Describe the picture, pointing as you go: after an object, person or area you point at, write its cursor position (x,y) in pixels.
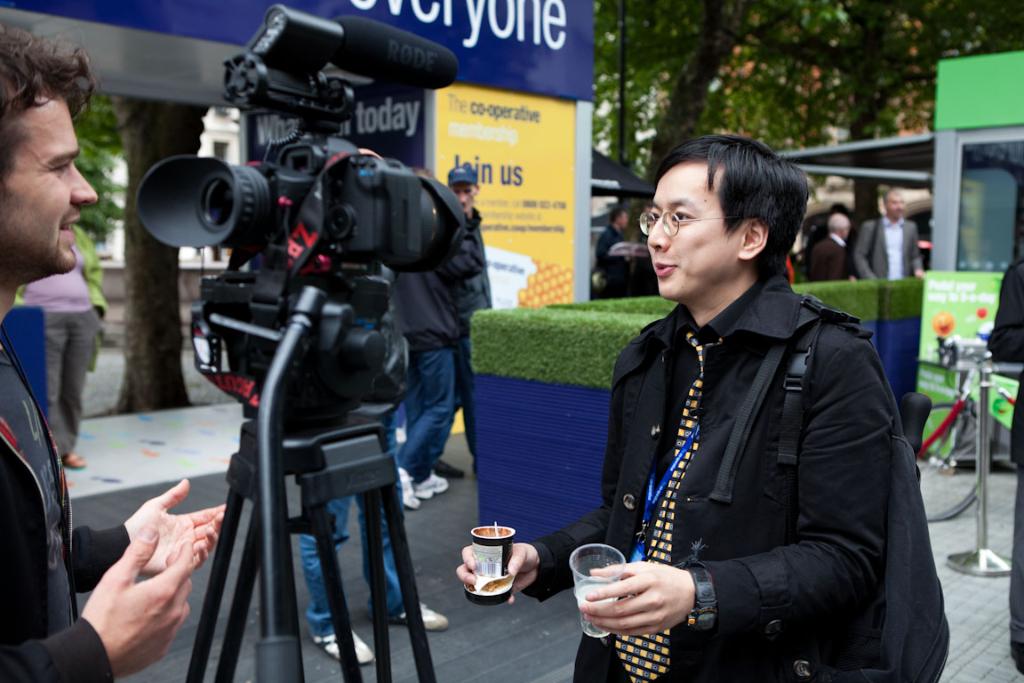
In this picture there is a man (682,342) wearing a black color coat (854,487) and back pack (899,638) on the back (894,629) and holding two glasses (579,597) in the hand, smiling and talking. Beside there is a cameraman (47,201) with the camera (214,231). In the background (476,65) we can see the yellow and blue color banner poster (517,121) and some trees (820,96).
